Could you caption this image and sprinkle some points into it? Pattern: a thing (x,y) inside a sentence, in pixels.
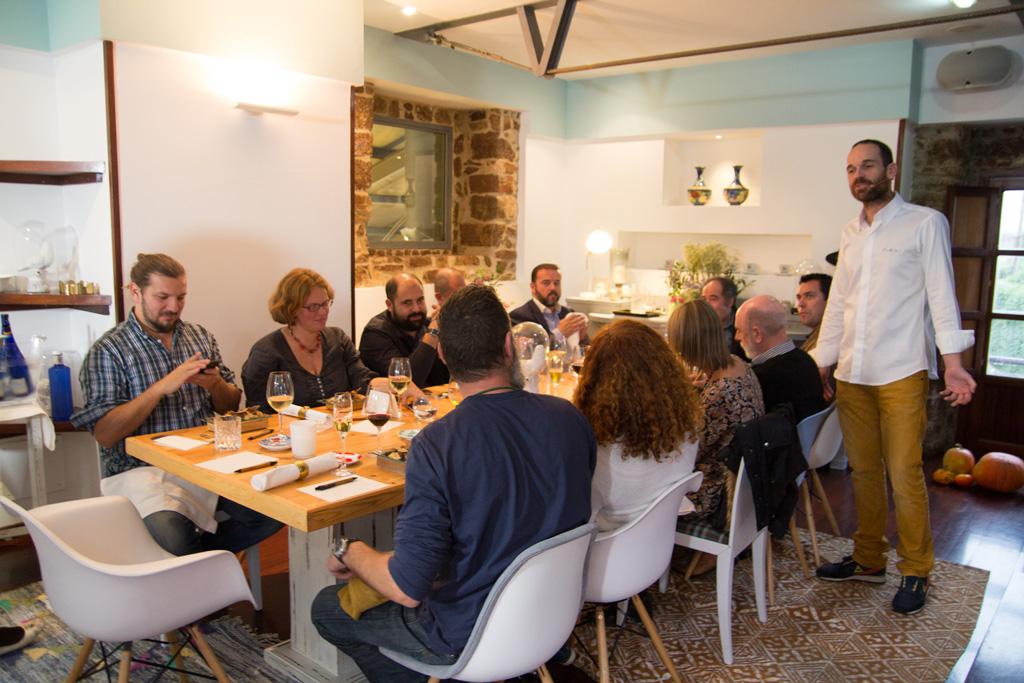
As we can see in the image there is a white color wall (234,190), lights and few people (695,312) sitting on chairs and there is a table (191,473). On table (367,440) there is a paper (343,490), pen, glasses (274,394) and plates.
